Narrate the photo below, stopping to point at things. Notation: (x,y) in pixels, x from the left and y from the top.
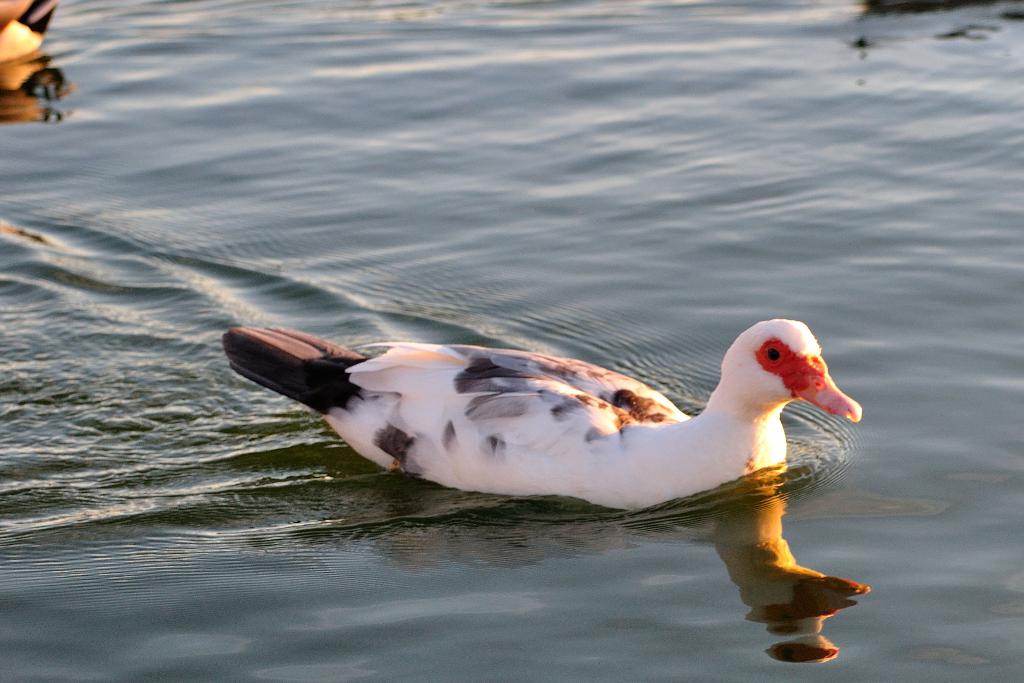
In this image we can see a bird (748,423) is swimming in the water (229,578). Here we can also see something floating on the water (676,91).
